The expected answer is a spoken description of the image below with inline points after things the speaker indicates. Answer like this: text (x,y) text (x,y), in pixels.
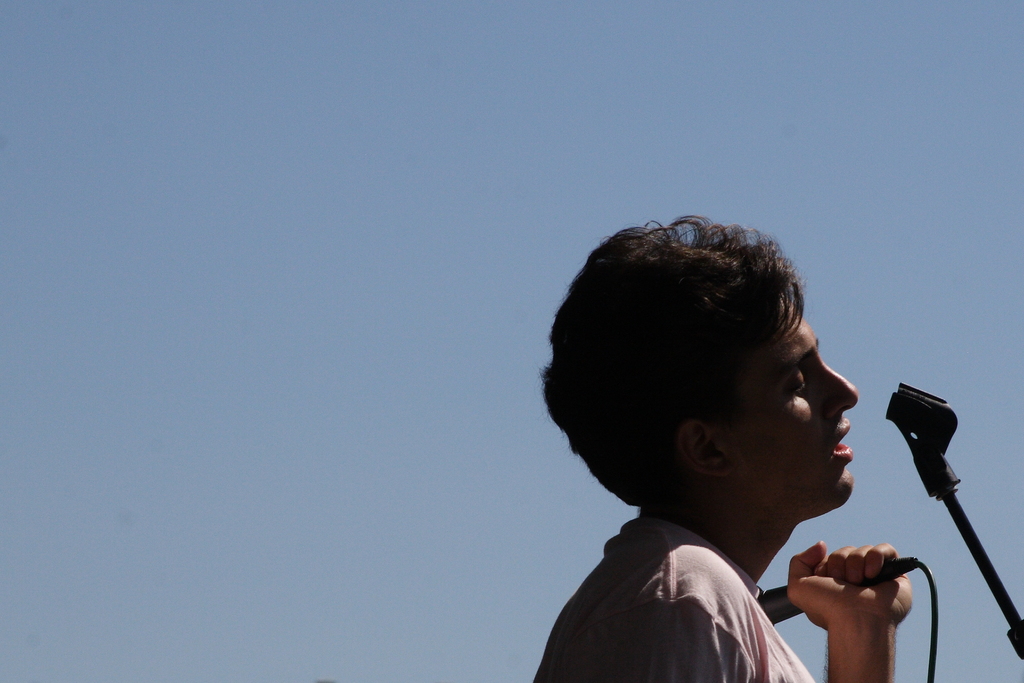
In this image there is a person (722,508) holding microphone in hand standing in front of the stand (910,421).
